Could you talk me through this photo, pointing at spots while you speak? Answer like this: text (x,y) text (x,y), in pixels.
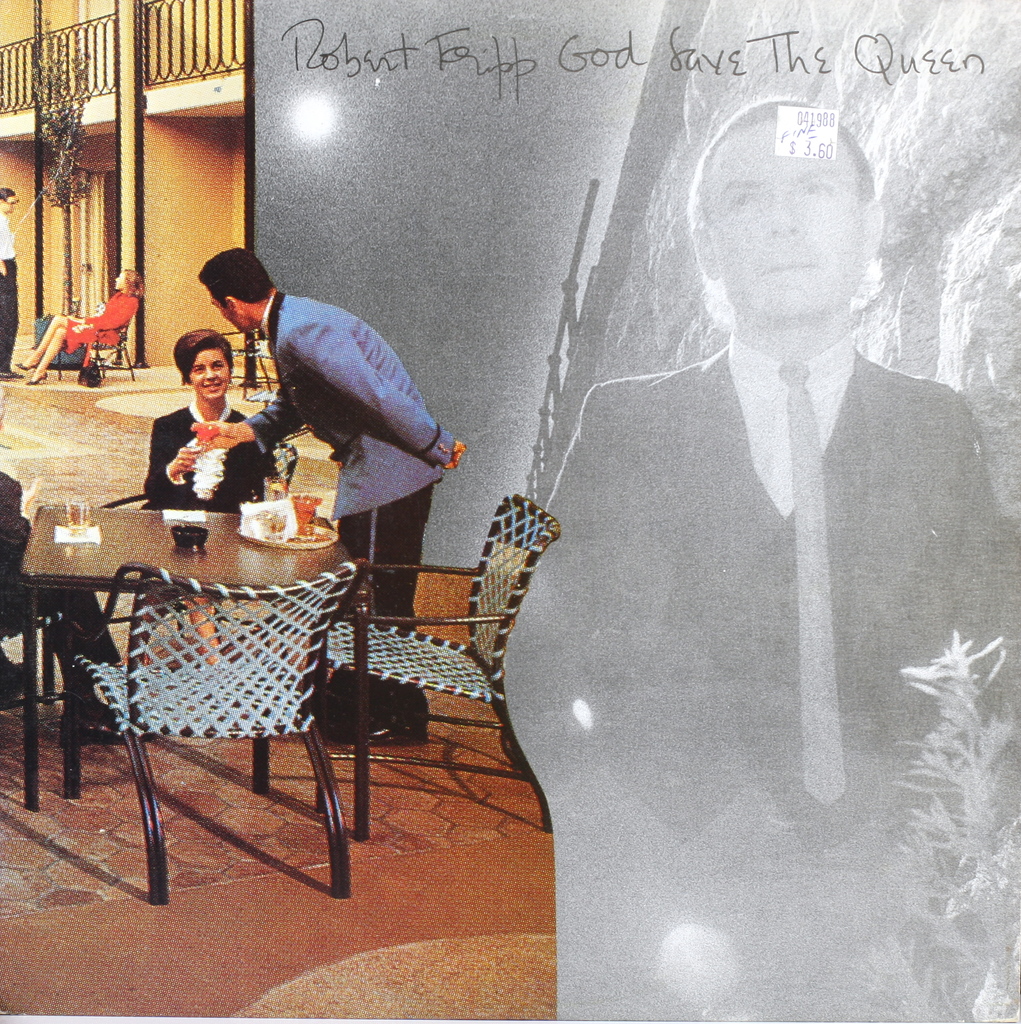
This is a photo, in this photo there are the chairs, table (227,532) on the table (210,565) there are the glass (78,520) and plate (321,532). There is a woman (234,487) in black dress (241,448) sitting on a table (125,546). Background of this people (190,501) is a building (113,166). On the right side of the woman (218,450) is a screen (689,393) of a man (675,490).
